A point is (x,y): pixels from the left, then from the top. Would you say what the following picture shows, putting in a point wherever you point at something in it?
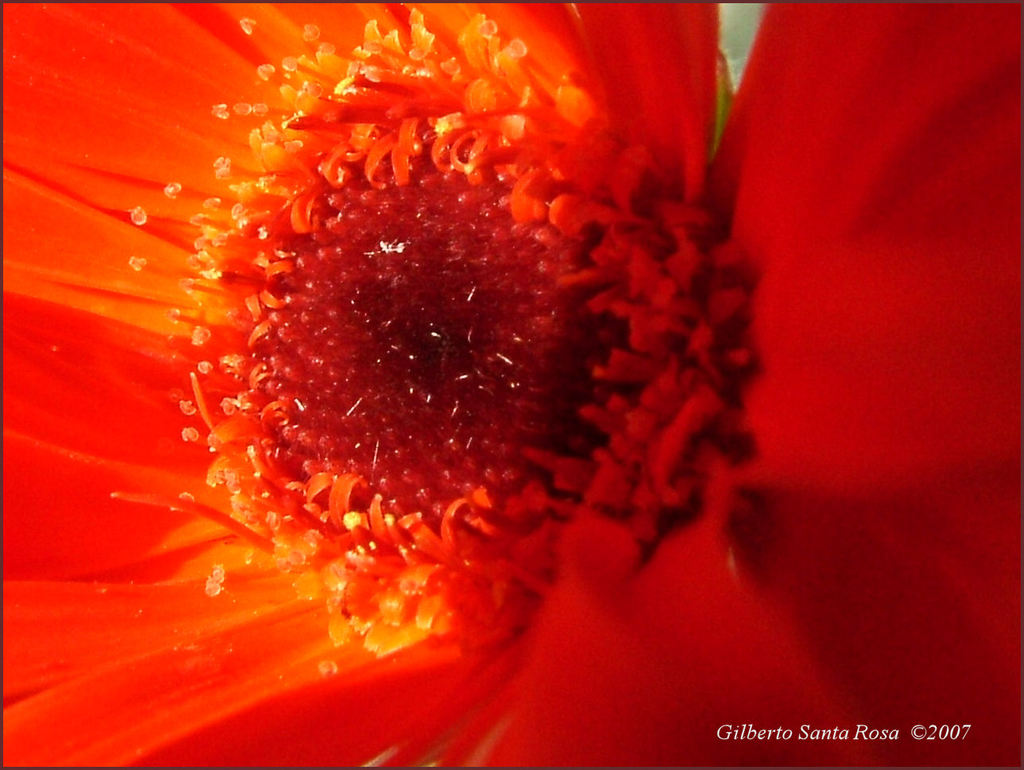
In this picture we can see a flower (121,309). There is a watermark (894,725), some text (743,732) and numbers (950,729) are visible in the bottom right (762,731).
